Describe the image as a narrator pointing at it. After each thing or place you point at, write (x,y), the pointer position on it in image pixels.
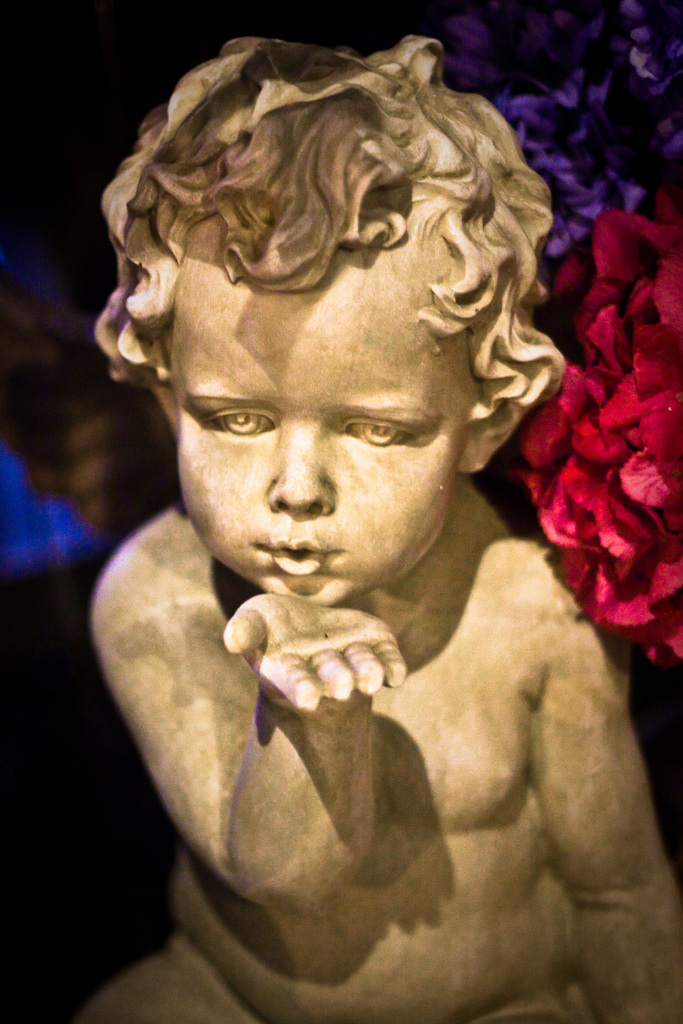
In this image we can see the statue (243,699). And in the top right hand corner (584,88) we can see the colorful flowers (587,420).
